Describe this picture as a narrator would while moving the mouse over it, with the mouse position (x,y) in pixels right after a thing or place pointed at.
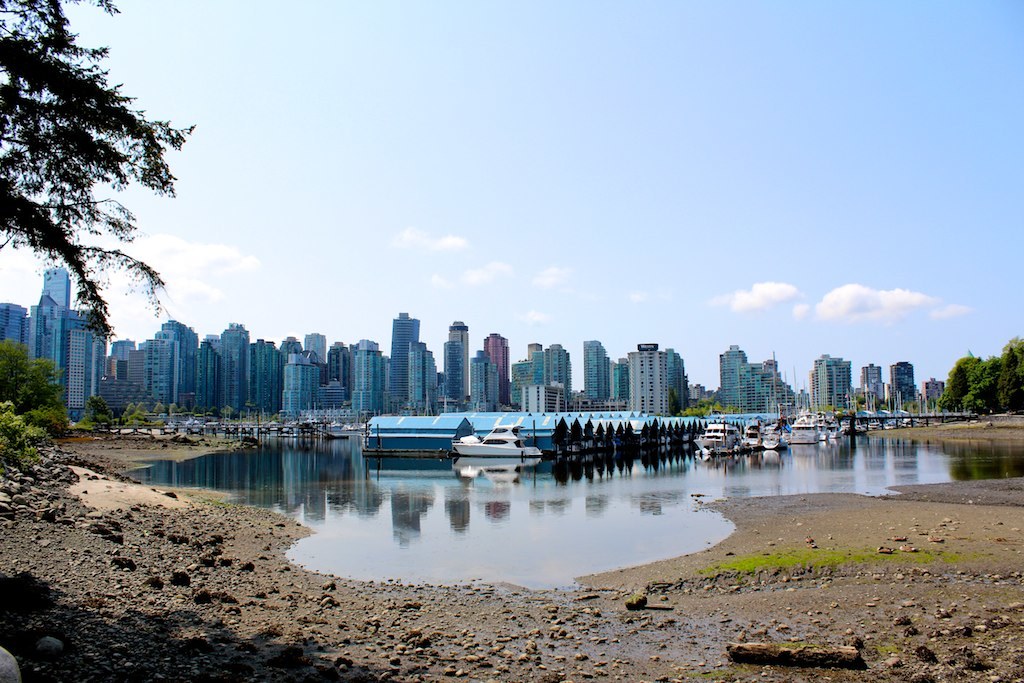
At the bottom of the image (829,475) there is water (436,469) and grass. Above the water (723,473) there are some ships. In the middle of the image (453,342) there are some trees (23,346) and buildings (58,344). At the top of the image (921,223) there are some clouds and sky (201,74).
